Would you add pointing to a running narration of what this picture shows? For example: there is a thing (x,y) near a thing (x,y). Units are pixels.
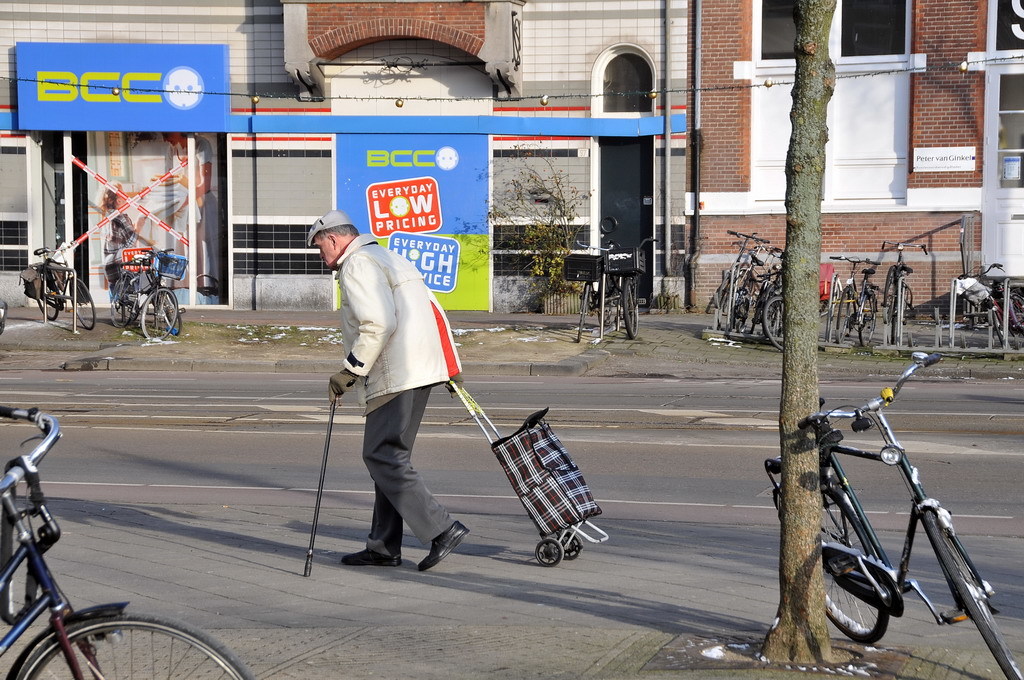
In the center of the image (409,402) we can see a man (409,396) walking. There is a walking stick (329,439) and a trolley (496,449) in his hands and there are bicycles (851,288). In the background (216,265) there are buildings (607,142) and trees (818,84).
